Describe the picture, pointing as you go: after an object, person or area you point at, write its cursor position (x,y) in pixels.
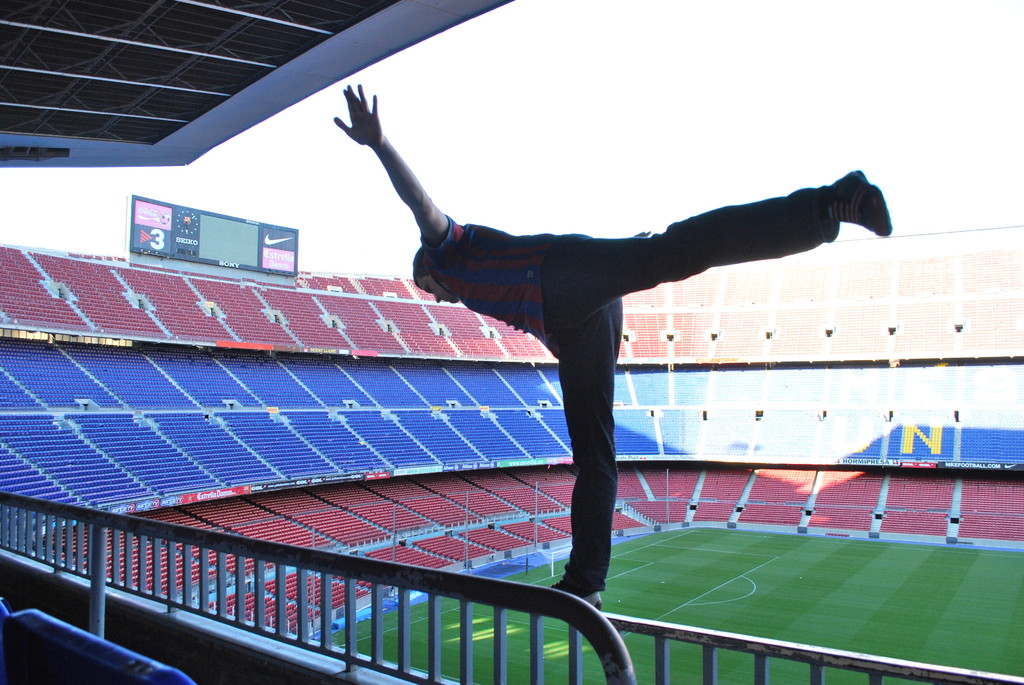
In this image we can see a stadium (477,390), display screen (160,252), person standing on the grill (582,608), shed (264,110) and sky (815,159).
